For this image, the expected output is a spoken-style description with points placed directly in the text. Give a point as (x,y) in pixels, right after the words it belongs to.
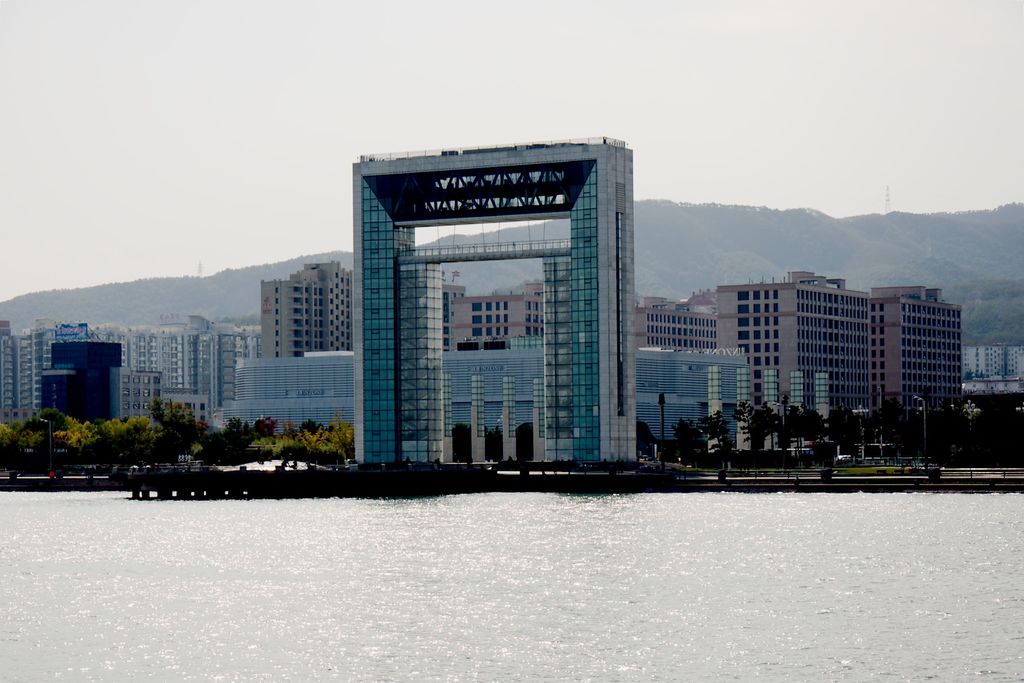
In the picture we can see water (820,595) and far away from it, we can see a gateway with full of glasses (422,290) to it and beside it, we can see some plants (164,459) and behind it, we can see buildings (696,400) with many floors (140,352) and windows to it and behind it we can see some hills (950,215) and sky (699,110).
